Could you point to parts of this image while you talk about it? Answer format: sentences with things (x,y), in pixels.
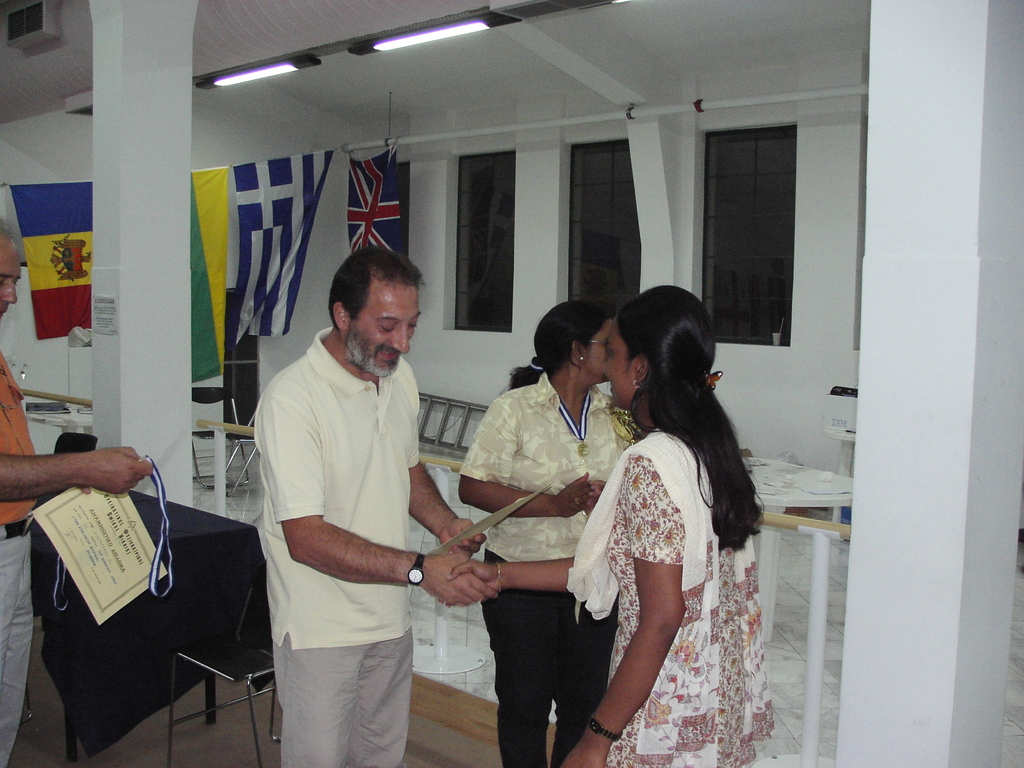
In this image we can see four persons (318,657) are standing on the floor (468,678). Here we can see chairs (230,647), tables (132,661), ladder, railing (807,764), cards (123,531), flags (254,175), pillars (963,717), lights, and few objects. In the background (836,130) we can see wall (788,119) and windows (592,245).
